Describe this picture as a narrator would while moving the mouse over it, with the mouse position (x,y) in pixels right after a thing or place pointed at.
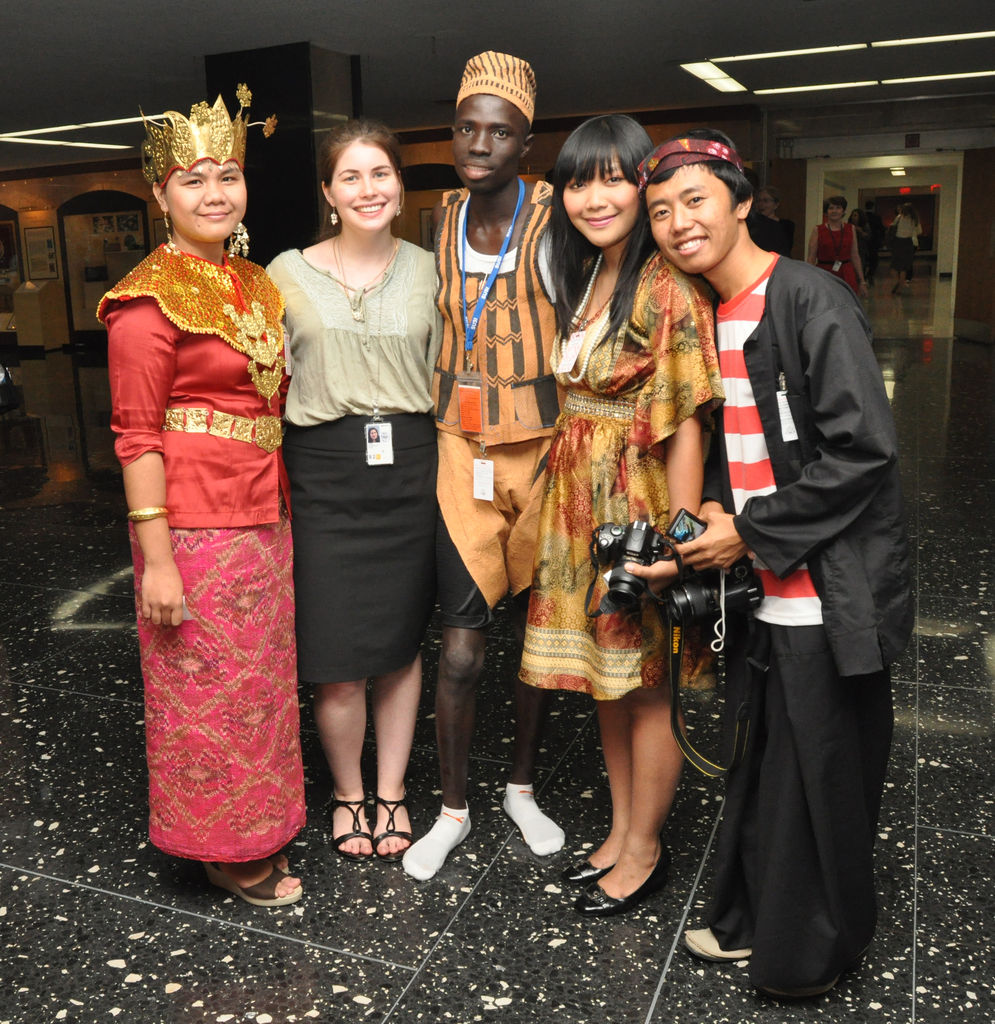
In the foreground of this image (365,558), there are five persons (444,466) standing and a man (745,452) and a woman (648,361) are holding cameras (748,572). In the background (831,174), there are lights (721,77) to the ceiling (434,69), wall (96,178), posters (37,242), boards (135,239) and few persons (842,256) walking on the floor (892,333).
